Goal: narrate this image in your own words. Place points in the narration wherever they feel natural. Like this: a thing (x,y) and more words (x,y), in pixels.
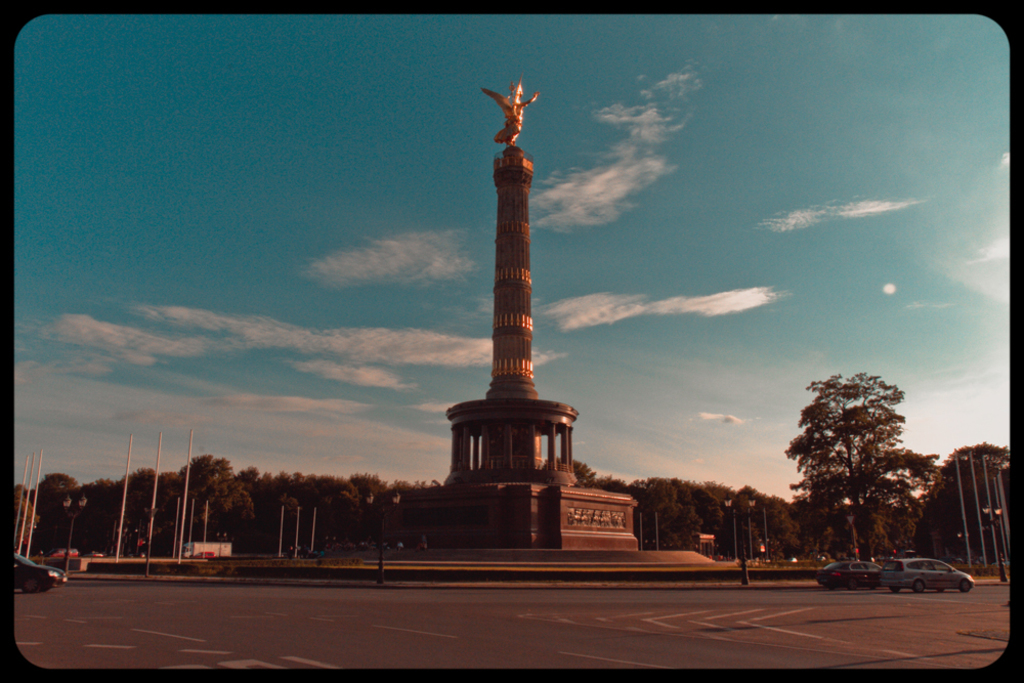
In this image there is a tower (511,284) in the middle (503,269). There is a statue (519,123) at the top of the tower (503,159). At the bottom (472,601) there is the road (472,601) on which there are two cars (919,565) on the right side (908,577) and a car (29,560) on the left side (37,562). In the background (933,544) there are trees (949,556). There are poles (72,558) around the tower (511,264). It seems to be a monument (453,521).
